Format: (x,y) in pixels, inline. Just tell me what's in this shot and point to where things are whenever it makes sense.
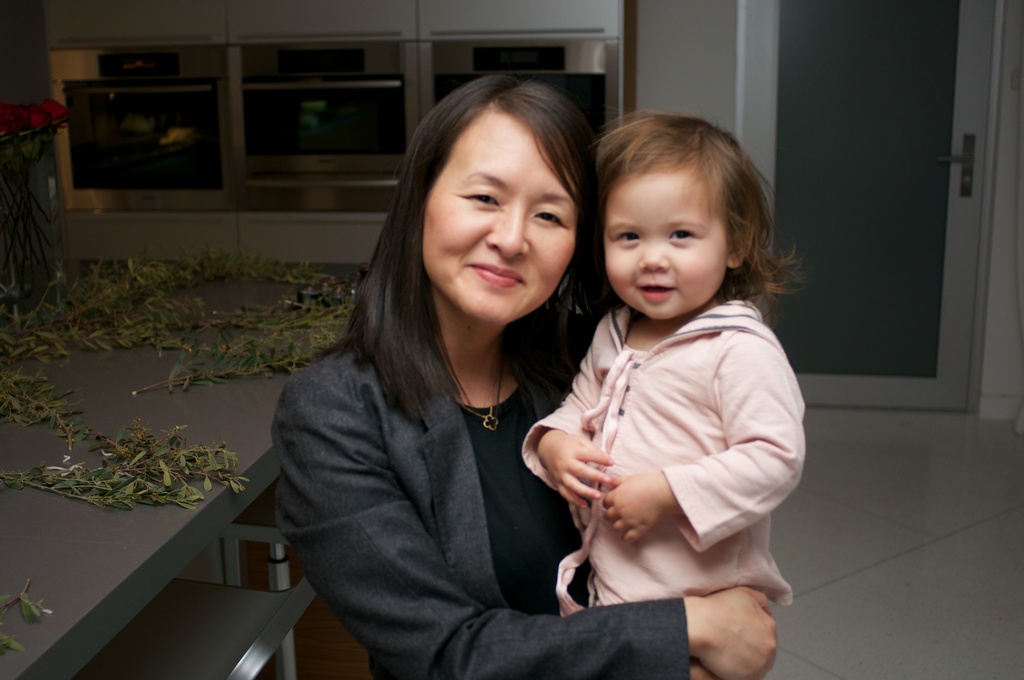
In this picture we can see a woman (532,550) and a kid (651,288) are smiling, on the left side (118,528) we can see a table (97,540), there are some leaves (125,294) present on the table (36,525), in the background (313,127) we can see microwave ovens (351,87) and a door (837,75).
